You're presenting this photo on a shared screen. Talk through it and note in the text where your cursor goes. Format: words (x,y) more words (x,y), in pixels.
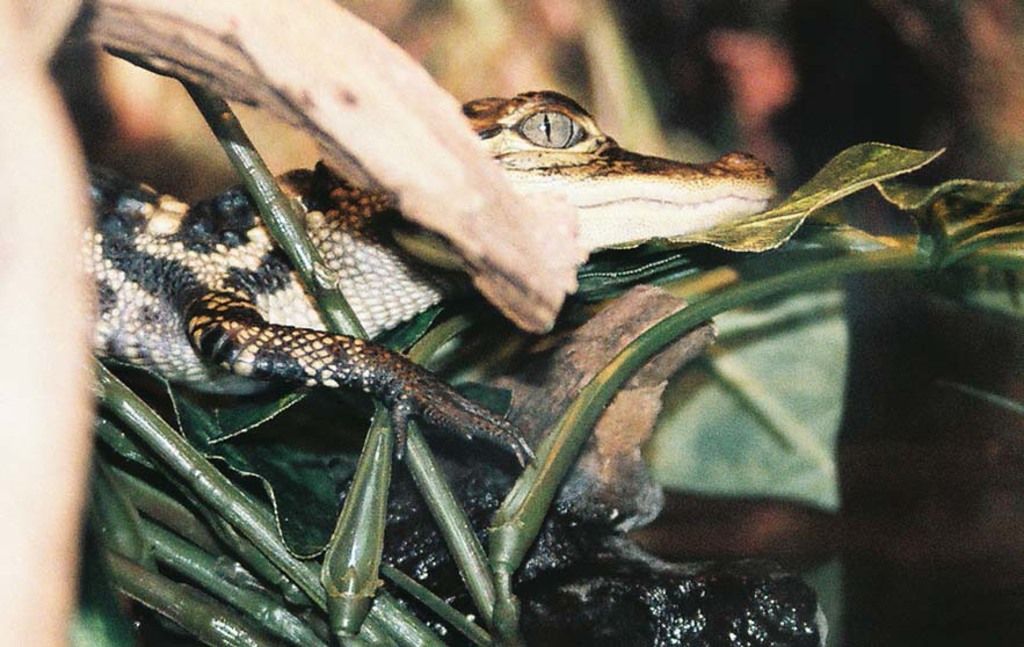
In this picture there is a baby crocodile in the center of the image (396,303), on a leaf (723,228) and there are stems (348,594) at the bottom side of the image (316,571).
